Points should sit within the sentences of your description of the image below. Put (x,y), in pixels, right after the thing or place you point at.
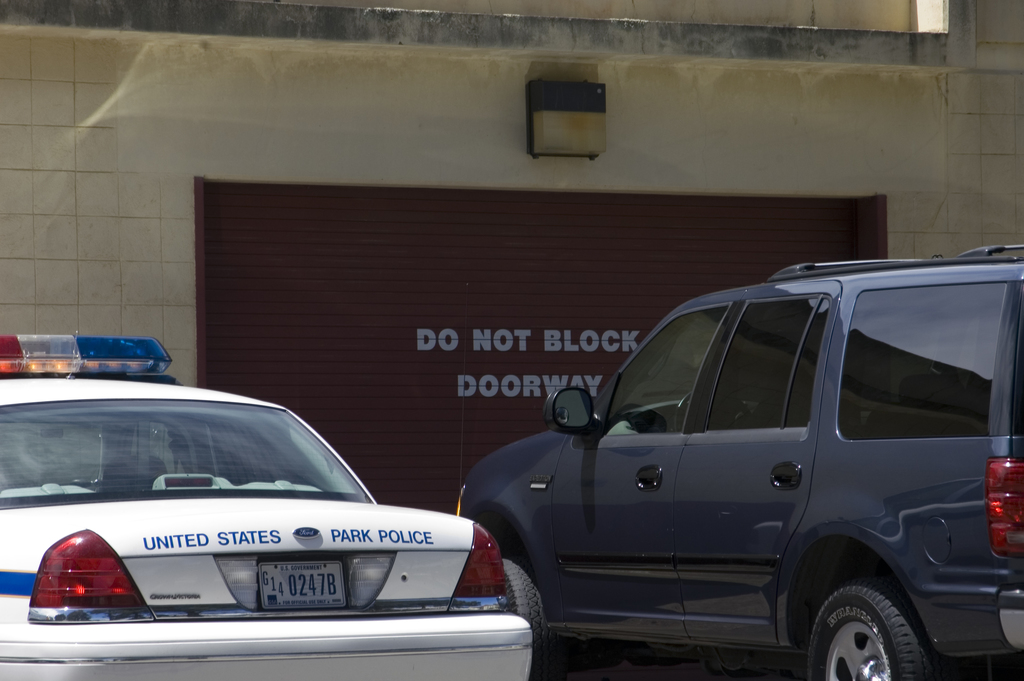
These are the two cars (384,530), which are parked. This looks like a rolling shutter (421,330). I think this is a kind of a lamp (543,113), which is attached to the wall (467,143).
